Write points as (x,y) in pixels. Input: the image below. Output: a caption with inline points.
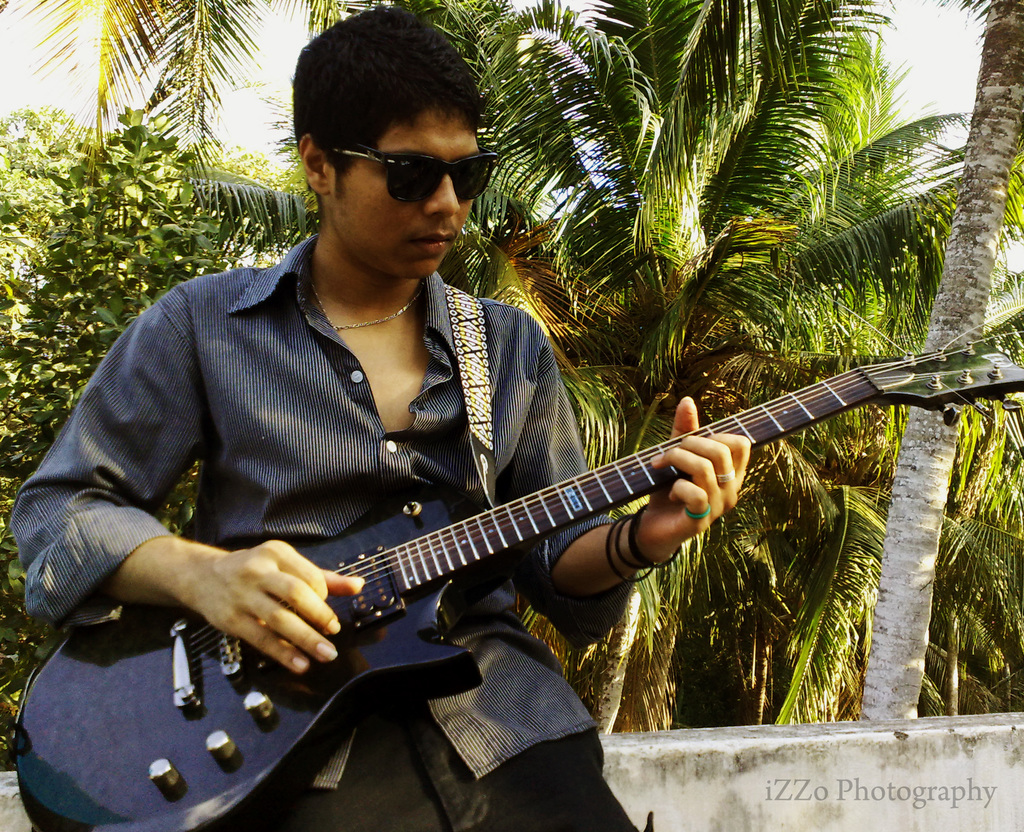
In the image we can see a man (266,424) standing, wearing clothes (335,431), neck chain (362,327), goggles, finger ring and the man (305,629) is holding a guitar (377,653) in hand (319,640). Here we can see trees (755,245), wall (1010,728) and the sky (890,37). On the bottom right (872,781) we can see the watermark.
